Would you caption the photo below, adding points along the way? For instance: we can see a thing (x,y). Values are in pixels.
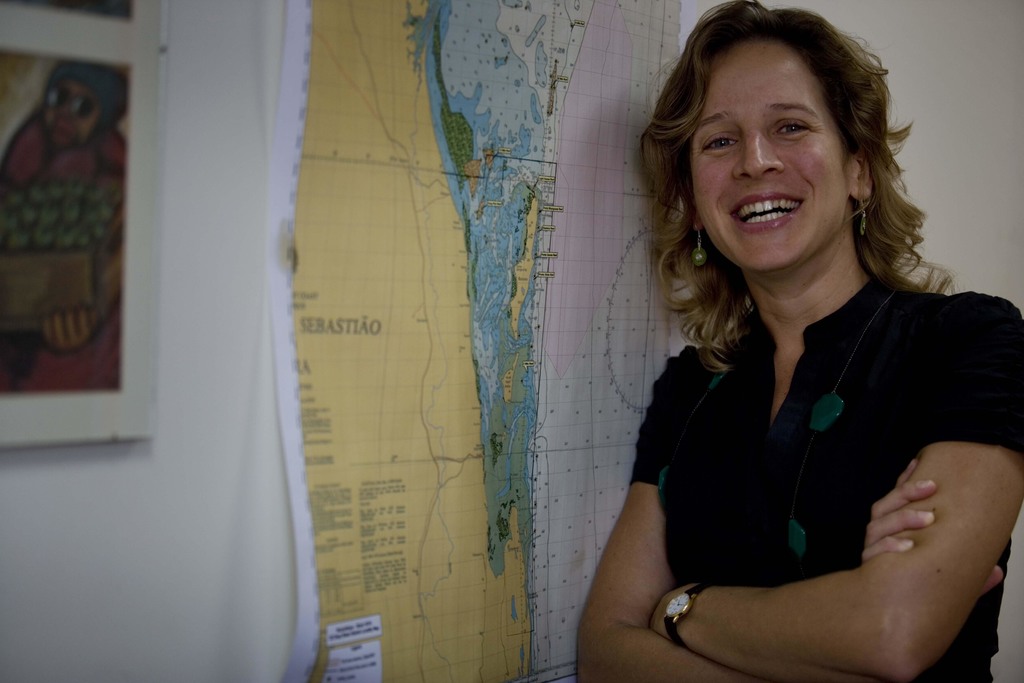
In this image we can see a woman (965,451) wearing dress (842,519) and watch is standing. In the background (564,124), we can see a, map (570,139) and photo frame (106,330) on the wall (261,670).
